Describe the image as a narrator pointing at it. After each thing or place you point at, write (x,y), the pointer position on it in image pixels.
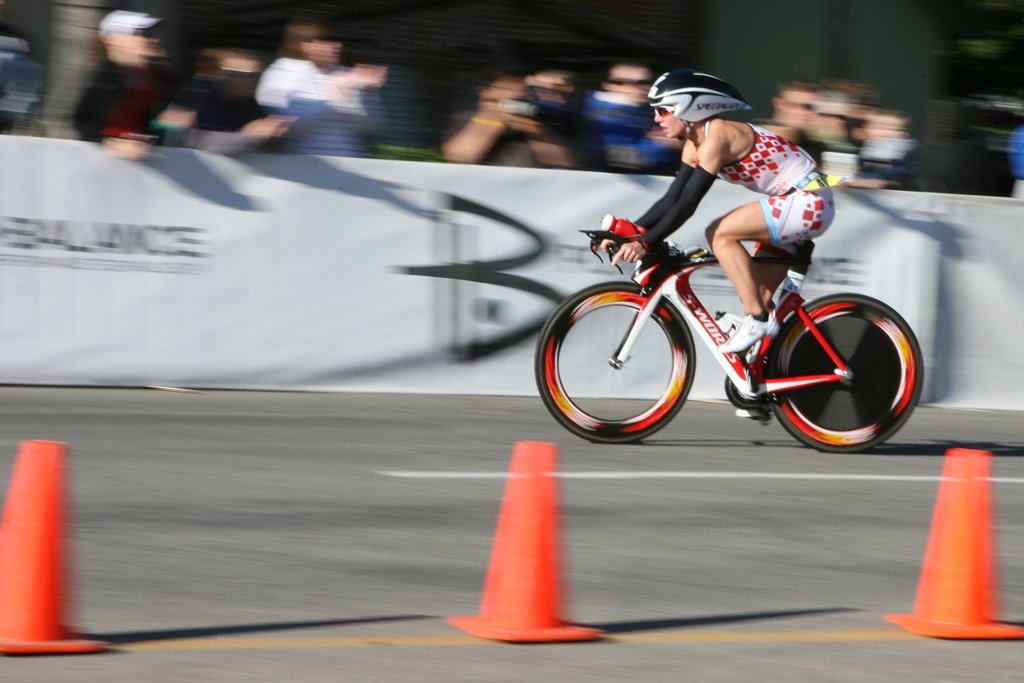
A woman (677,128) is riding a bicycle (621,426) in a sports event.
